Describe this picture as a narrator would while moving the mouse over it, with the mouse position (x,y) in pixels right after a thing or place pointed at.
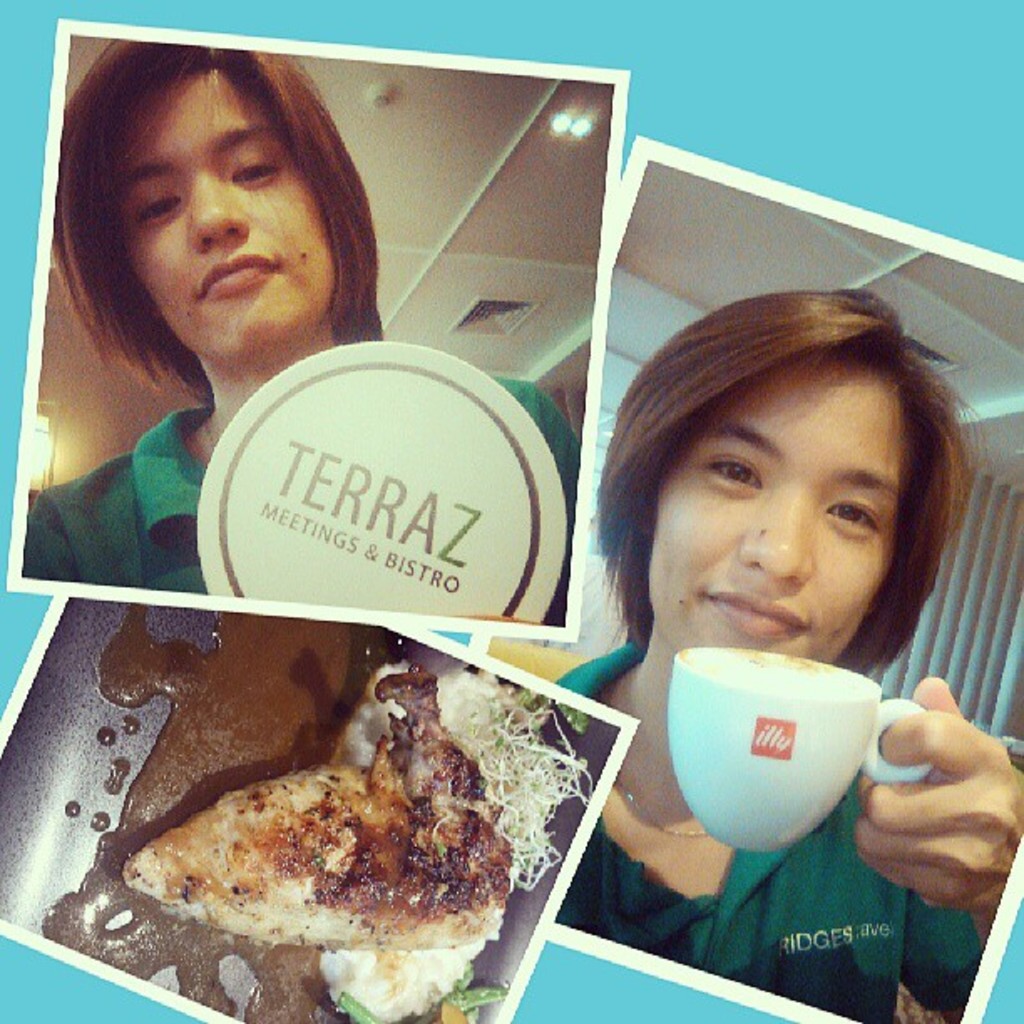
In this image we can see collage image of persons (652,510) and food (401,729).
